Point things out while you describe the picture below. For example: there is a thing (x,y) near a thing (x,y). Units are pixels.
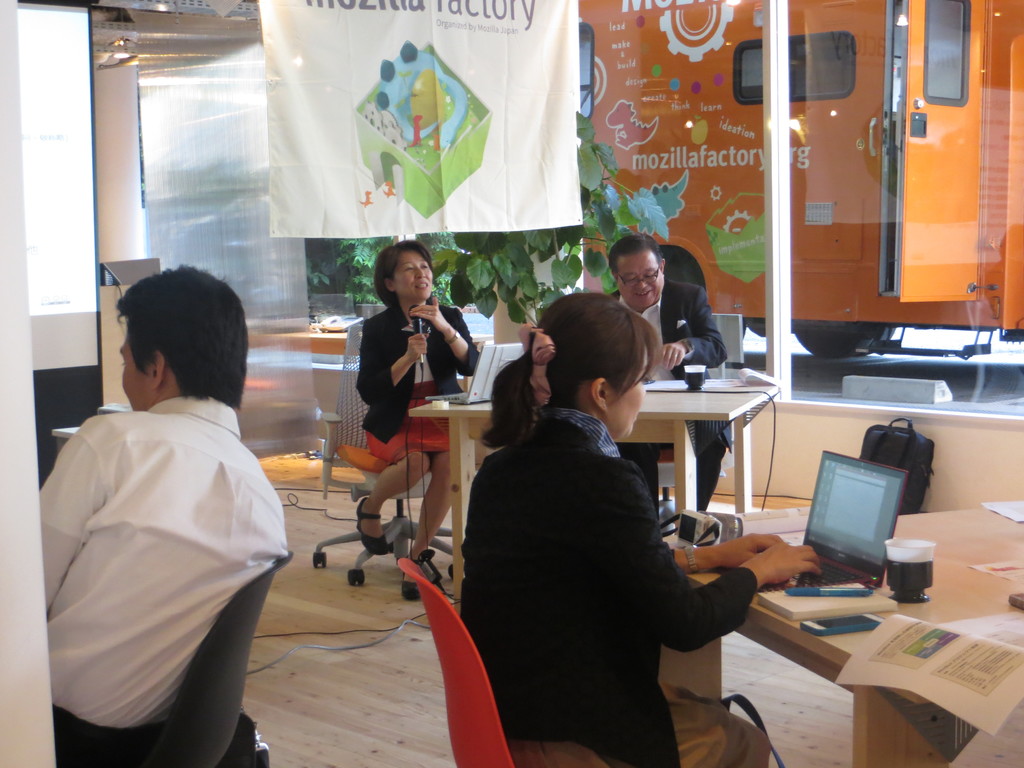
In this image we can see a few people (449,469) sitting on the chairs (445,535), among them one person (429,374) is holding a mic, there are some tables (675,424), on the tables (739,425), we can see laptops (839,530), papers (895,618), cups (894,576) and some other objects (826,624), in the background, we can see the glass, through the glass (370,311) we can see plants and a vehicle (952,125), there is a poster (339,122) and a screen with some text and image (376,143).
